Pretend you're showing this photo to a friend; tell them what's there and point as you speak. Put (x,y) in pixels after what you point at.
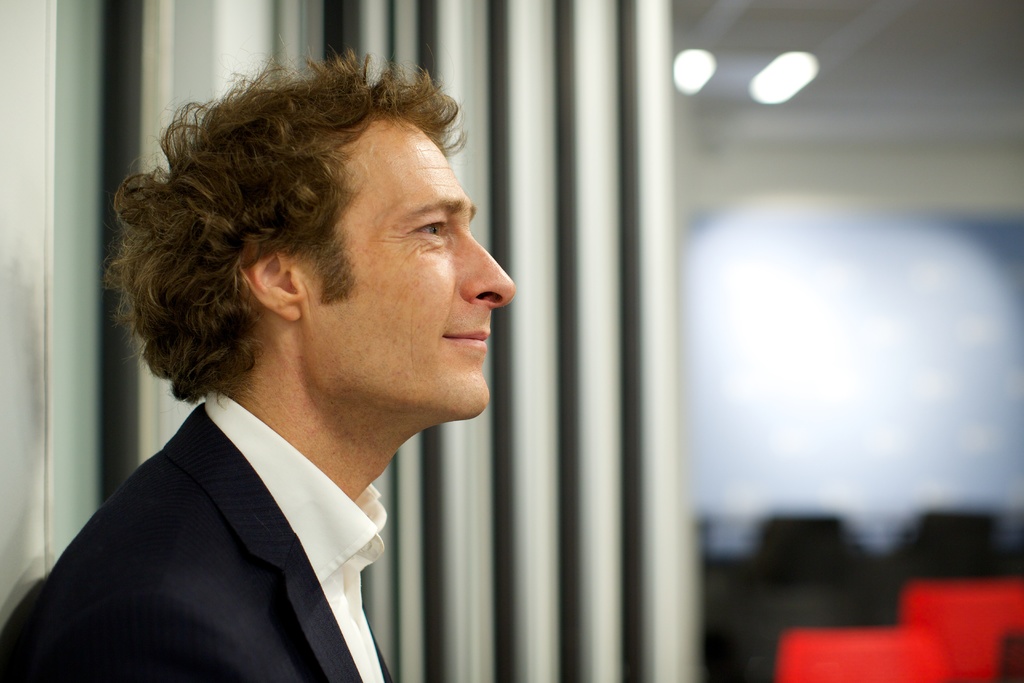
In this image I can see a person (341,254) standing and facing towards the right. The background (720,48) is blurred.
